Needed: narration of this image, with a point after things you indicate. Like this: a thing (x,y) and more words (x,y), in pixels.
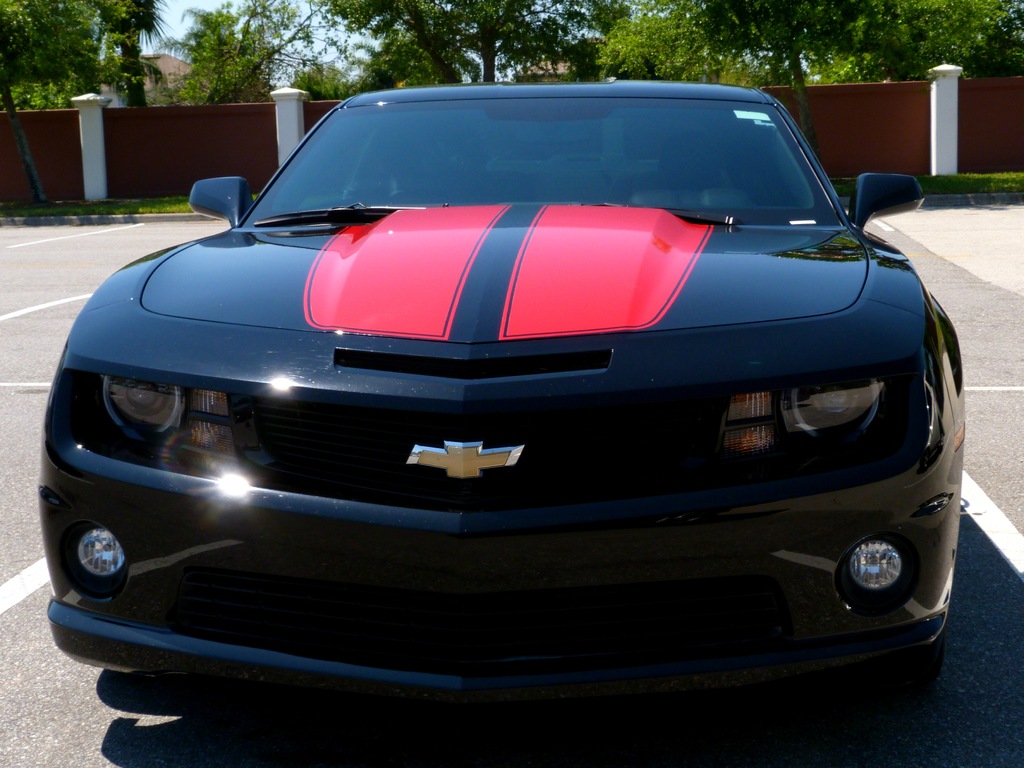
In this picture we can see a car (459,620) on the road (2,563) and at the back of this car (326,233) we can see the wall (174,136), trees (43,72) and some objects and in the background (323,30) we can see the sky (183,20).
